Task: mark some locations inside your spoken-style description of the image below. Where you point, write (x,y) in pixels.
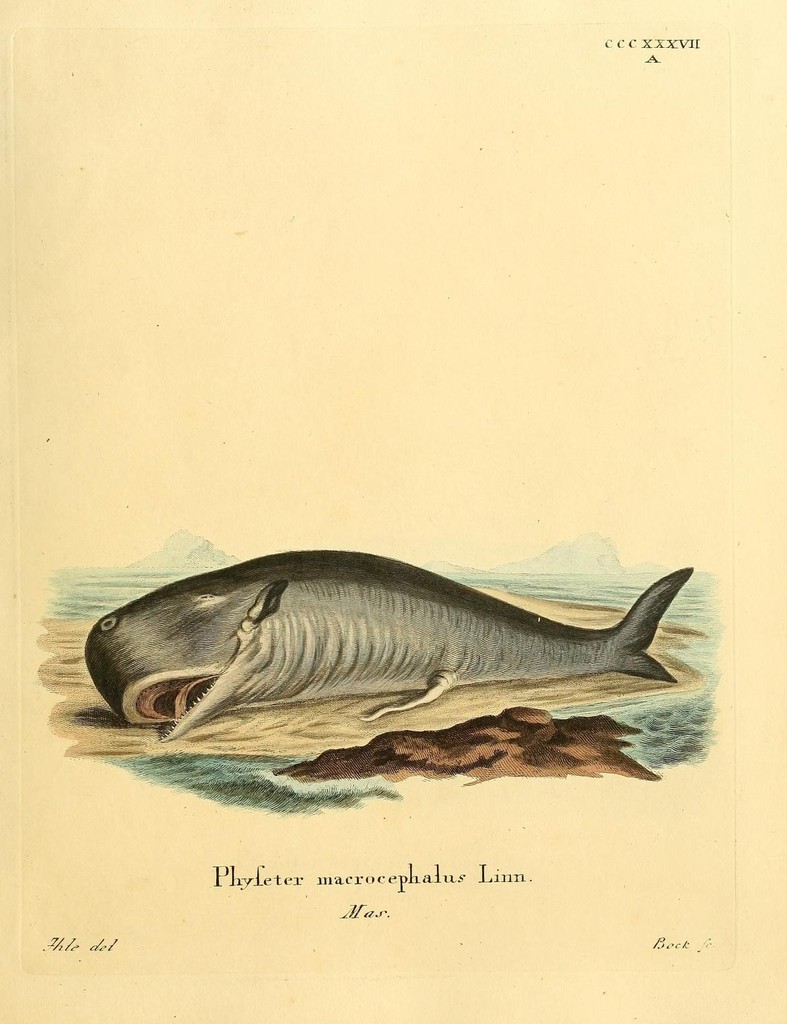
This is the image of animal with some background (536,382) and With text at top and bottom.
